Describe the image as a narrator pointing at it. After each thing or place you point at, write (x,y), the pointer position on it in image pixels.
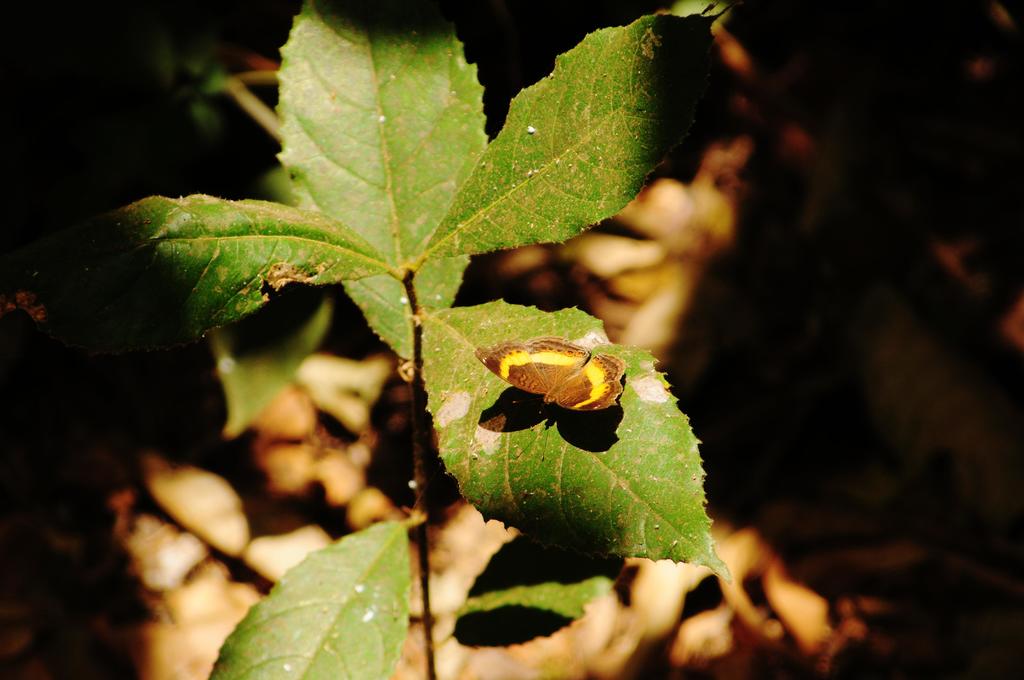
In the middle of the image (621,371), there is a butterfly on the green color leaves (316,204) of a plant (391,260). And the background (117,561) is blurred.
